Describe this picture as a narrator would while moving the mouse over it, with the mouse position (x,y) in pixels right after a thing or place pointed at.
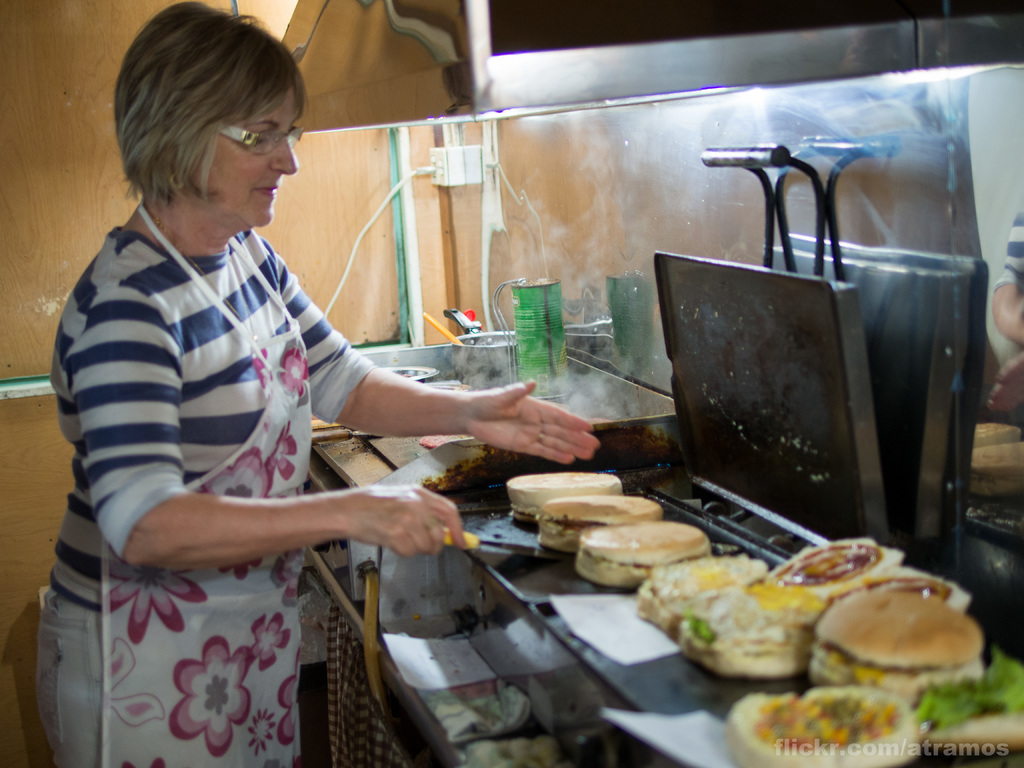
In this image, we can see a woman (176,617) is wearing an apron (207,705) and holding a spatula (529,546). Here we can see some food (948,617). Background (570,314) we can see few objects (492,350) and socket (478,177) on the wall (472,189).
